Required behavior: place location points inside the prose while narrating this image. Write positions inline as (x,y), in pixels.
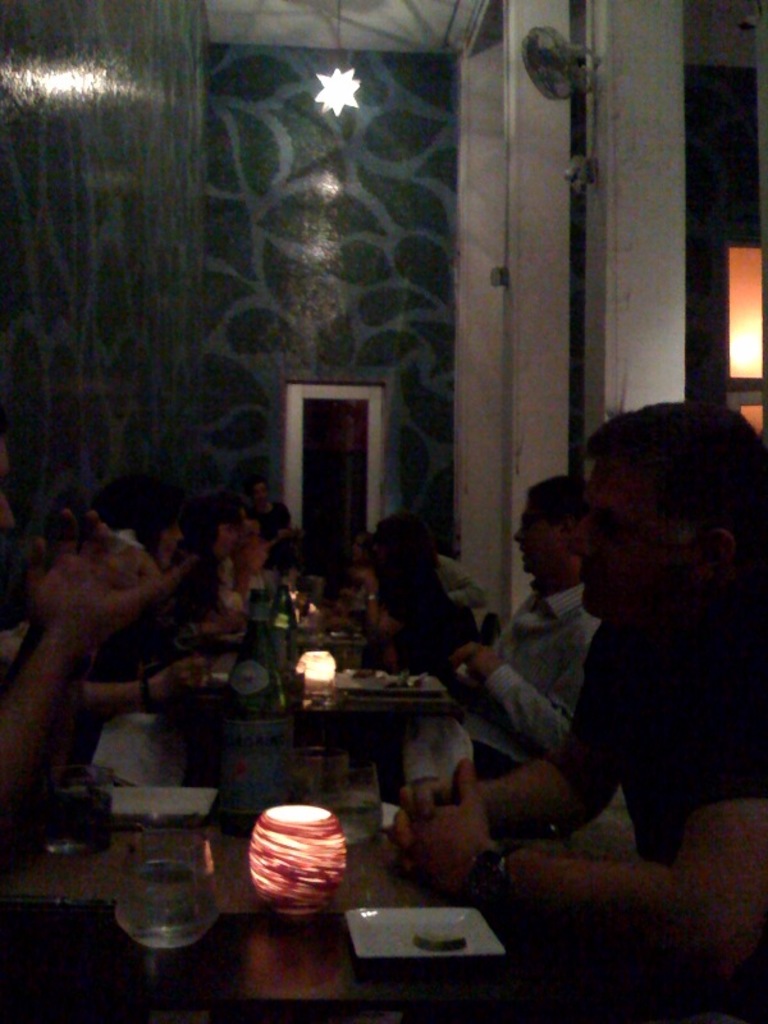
It seems to be like a restaurant (71,642). In this image I can see tables (354,876) and people (572,874) sitting around these tables (352,861), there are some bottles (271,756), bowls (380,924), lights (316,852), glasses (180,880) are placed on the tables (293,919). In the background (284,179) I can see a wall (214,170). On the top of the image (330,96) I can see a light (334,84).
